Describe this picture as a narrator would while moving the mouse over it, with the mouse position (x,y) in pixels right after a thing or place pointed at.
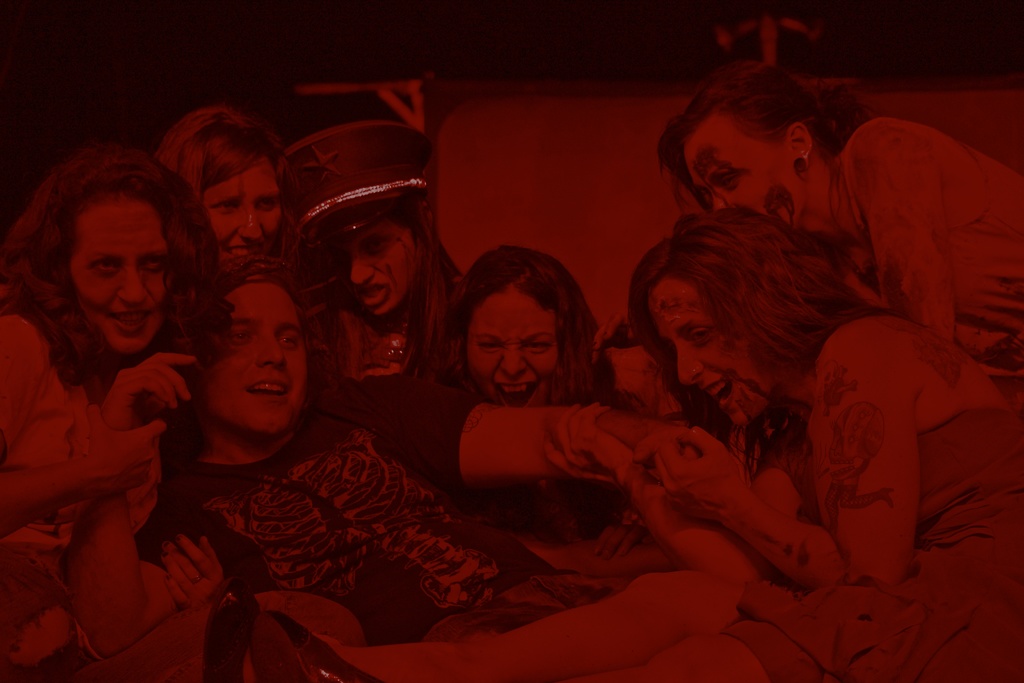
This image is in red color where we can see a few people (657,546) who are sitting here.
